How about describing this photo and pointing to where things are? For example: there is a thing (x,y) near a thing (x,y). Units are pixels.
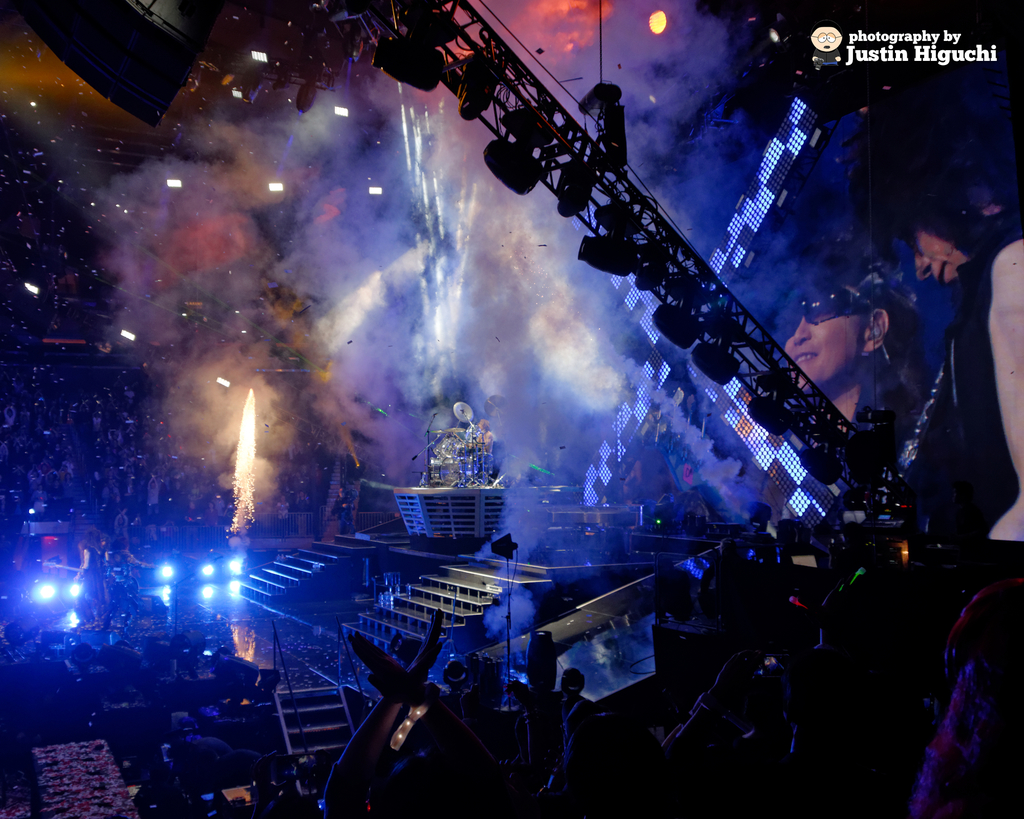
In this image there are focus lights (362,35), lighting truss (559,135), screen (912,93), group of people (1009,716), a person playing the drums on the stage (352,605), and there is a watermark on the image.
